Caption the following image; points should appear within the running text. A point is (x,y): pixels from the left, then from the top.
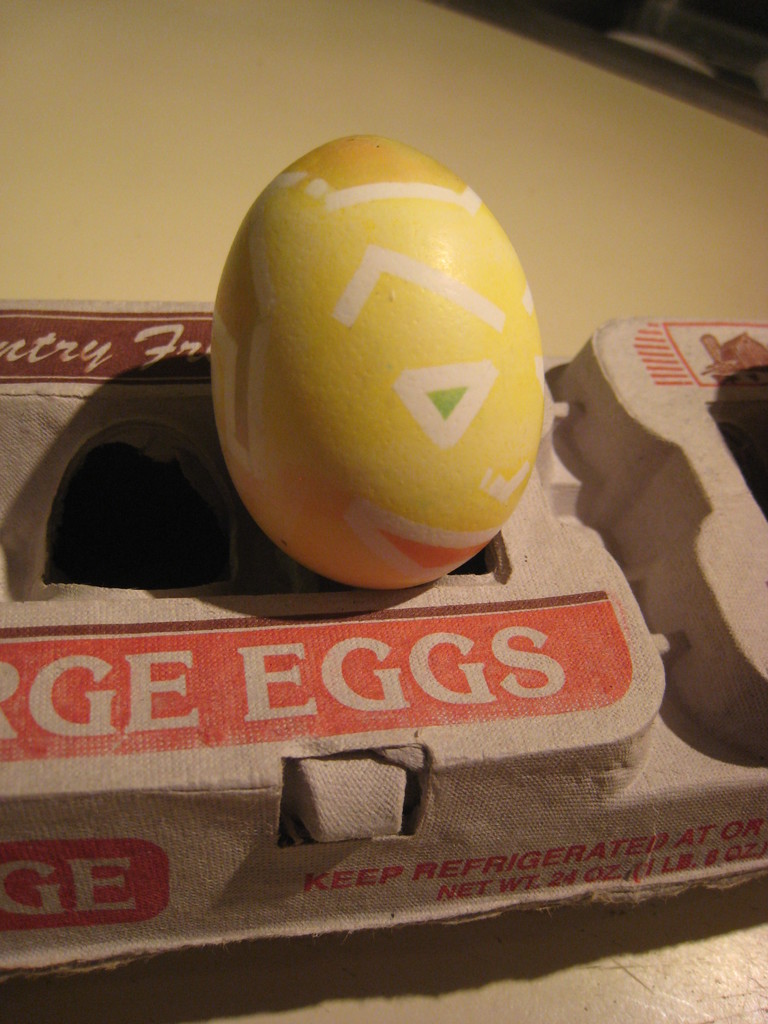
In this image we can see a yellow color egg (413,250) on the eggs box (435,788) which is on the surface (234,1003).
